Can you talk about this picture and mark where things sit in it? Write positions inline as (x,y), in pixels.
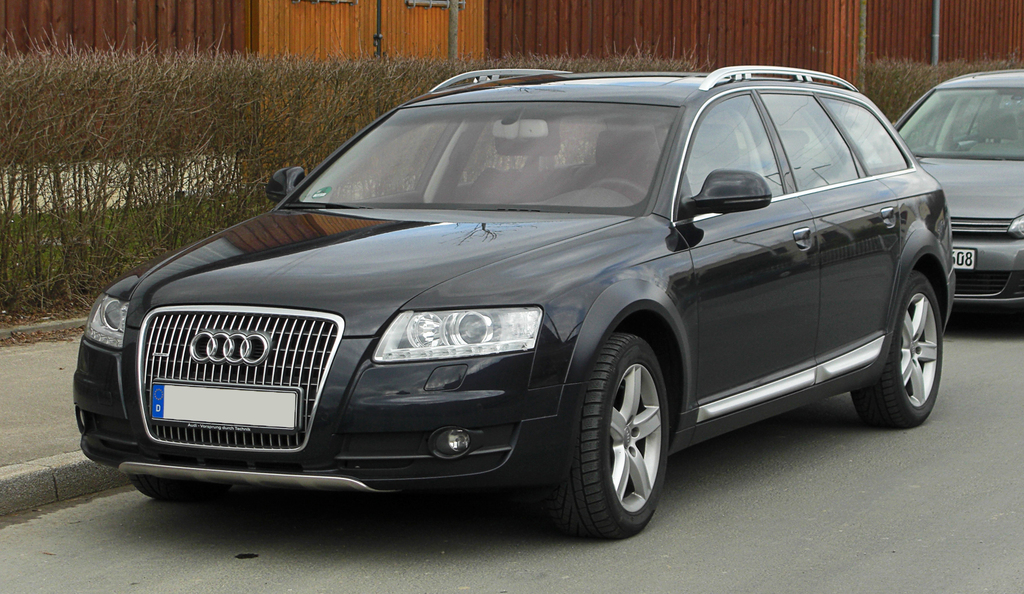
This picture is clicked outside. In the center (651,233) we can see the two cars (630,340) parked on the ground (736,529). In the background (909,17) we can see the objects (330,26) seems to be the walls (610,21) of the building (439,23) and we can see the poles (449,19) and dry stems (82,136).
